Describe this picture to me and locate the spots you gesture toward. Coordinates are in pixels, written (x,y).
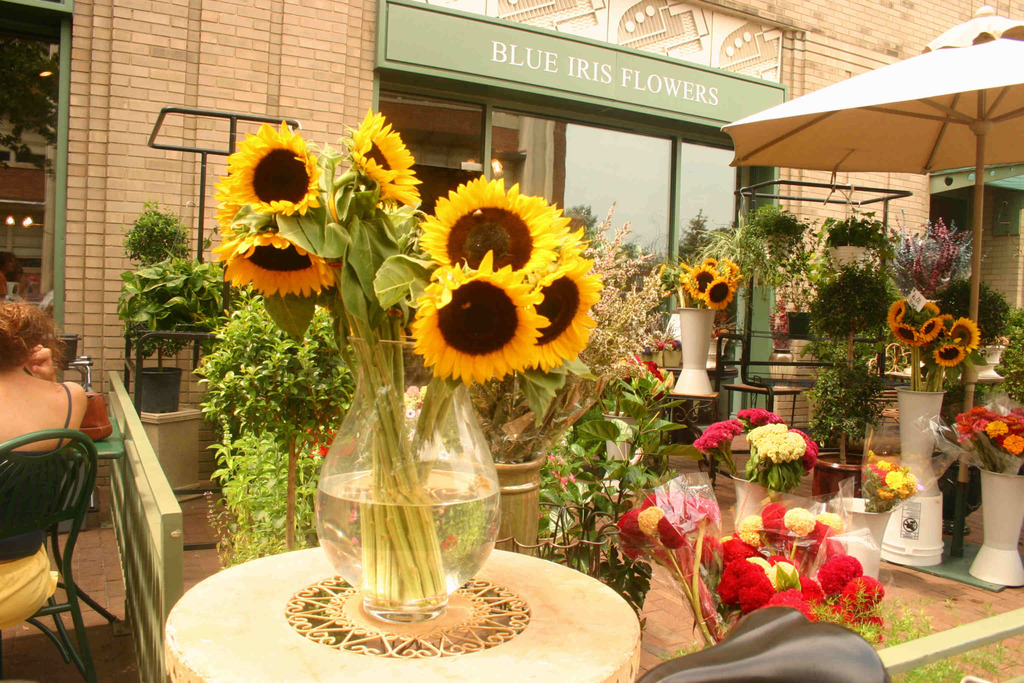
In the left (32,330) a woman (6,313) is sitting on the chair (82,513). At the bottom (630,653) a table (594,644) is there on which flower vase (425,562) is kept. In the foreground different kinds of bouquet (643,518) and houseplants (883,381) are there under a umbrella hut (867,144). In the background (997,216) building (243,51) is visible of bricks (843,27) and a board (422,55) of blue iris flowers (671,98). And a door (492,135) visible and a window (651,189) visible. This image is taken during day time in the shop (760,367).
